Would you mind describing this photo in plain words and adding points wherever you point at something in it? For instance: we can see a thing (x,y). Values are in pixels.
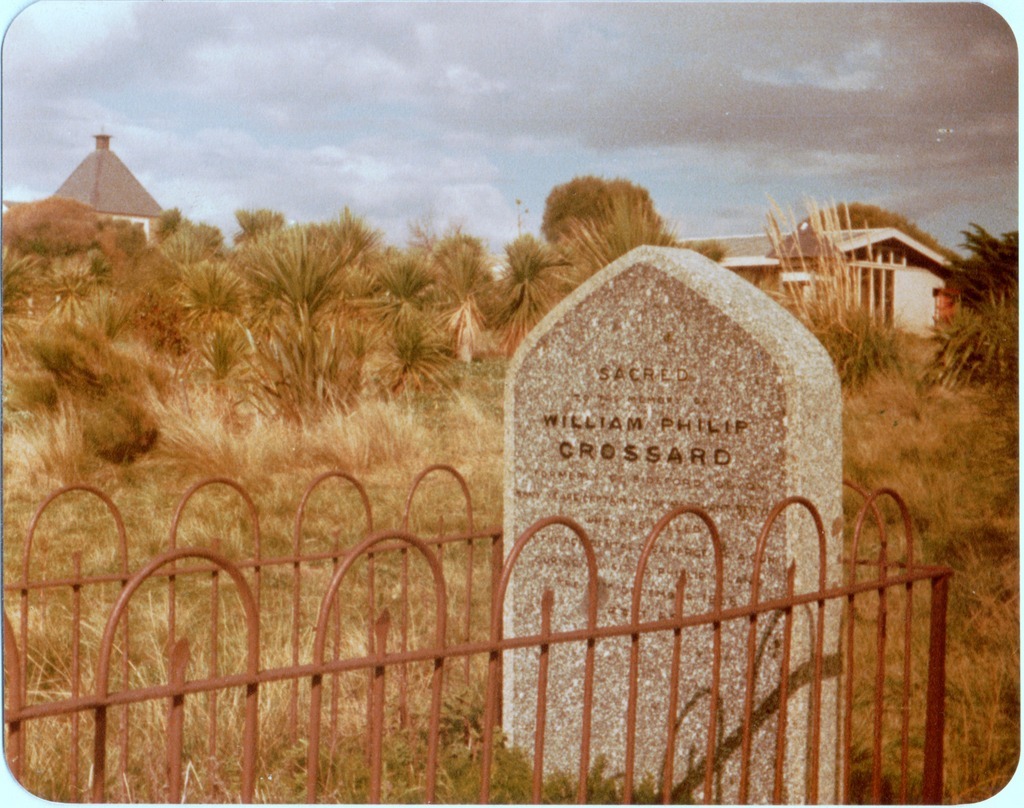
In the center of the image (548,335) we can see a stone (610,521) with text (672,447) on it and railing (406,555). In the background of the image (424,268) there are trees (119,294), houses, sky (442,100) and grass (265,429).
